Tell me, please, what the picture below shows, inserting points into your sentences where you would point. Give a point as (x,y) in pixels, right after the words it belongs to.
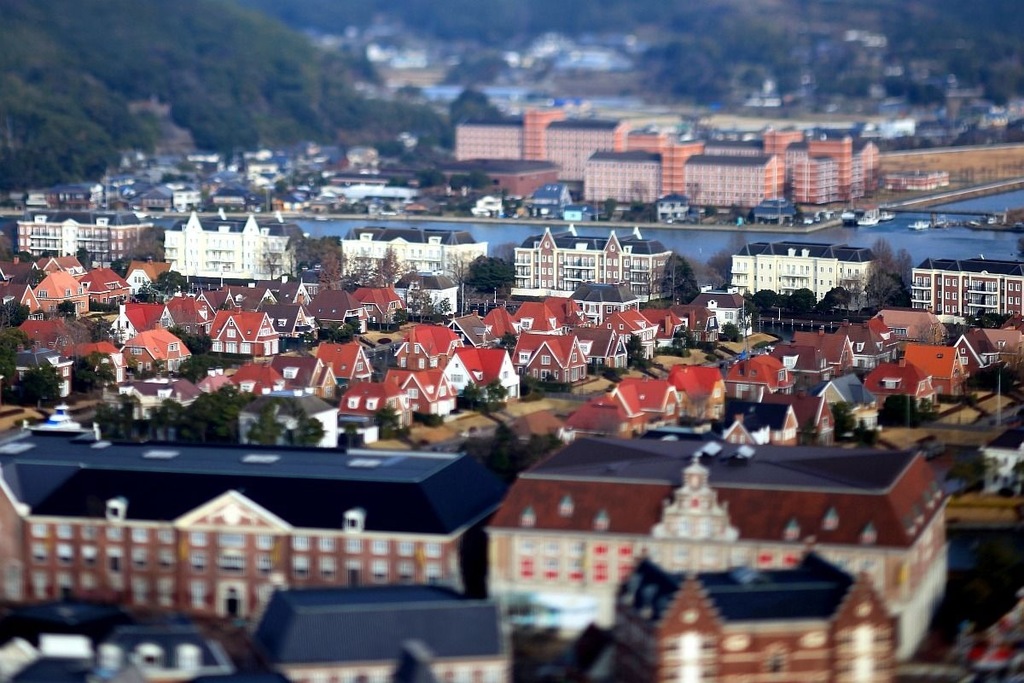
In this image there are so many buildings (396,564) and small houses (341,370) in the middle (564,262). Behind them there is a river (697,239). On the left side (41,43) top corner there is a hill (207,86) on which there are trees (273,113). Beside the hill (413,131) there are so many buildings (505,147).
